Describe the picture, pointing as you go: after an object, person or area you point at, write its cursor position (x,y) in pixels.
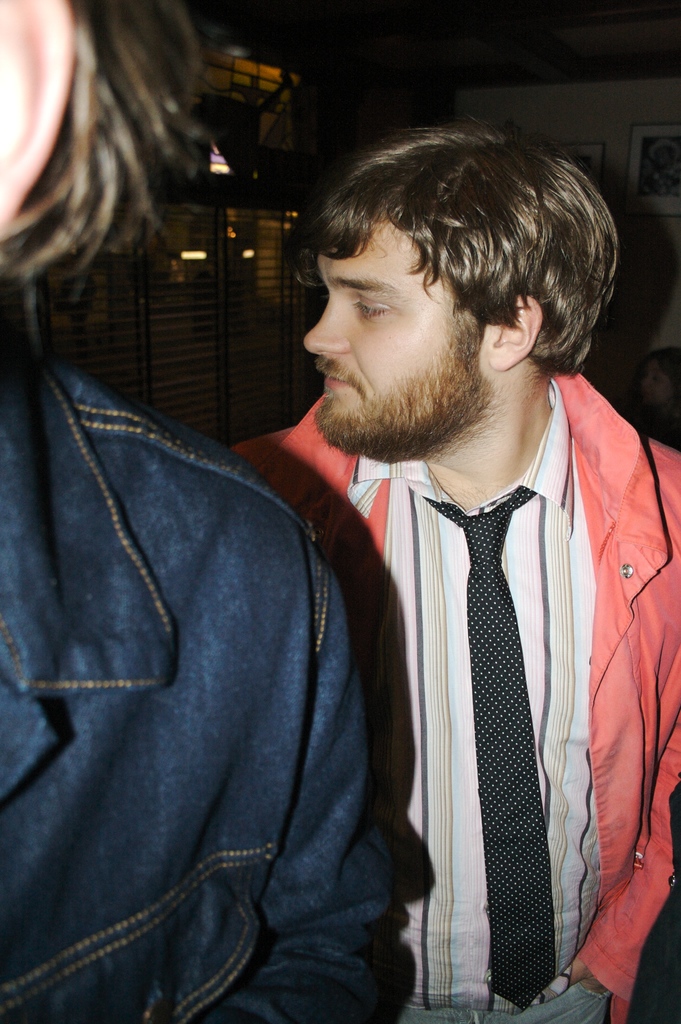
In this image I can see two persons (238,580) and in the background (188,228) I can see fence (188,228) and the wall (524,126), on the wall (593,131) I can see photo frame (601,175), in front of the wall (651,338) I can see person (643,416).
